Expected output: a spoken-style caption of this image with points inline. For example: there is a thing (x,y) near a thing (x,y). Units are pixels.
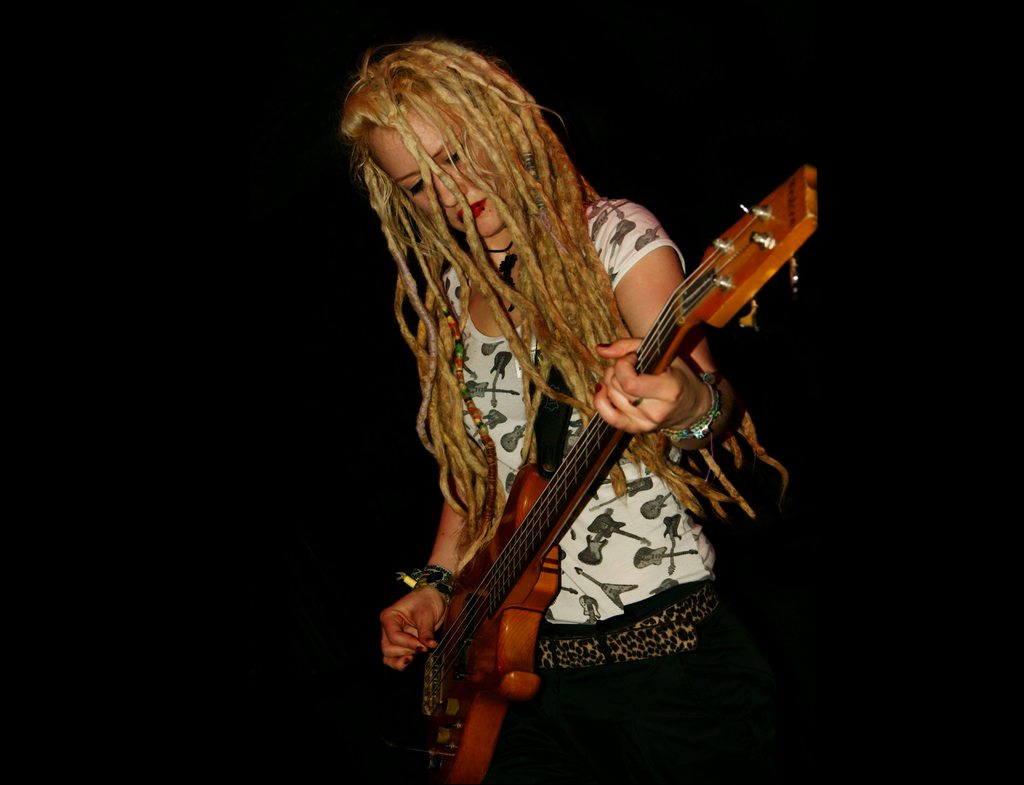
In this picture we can see woman (645,282) holding guitar (460,628) in her hands (647,381) and playing it and in background (208,144) it is dark.
